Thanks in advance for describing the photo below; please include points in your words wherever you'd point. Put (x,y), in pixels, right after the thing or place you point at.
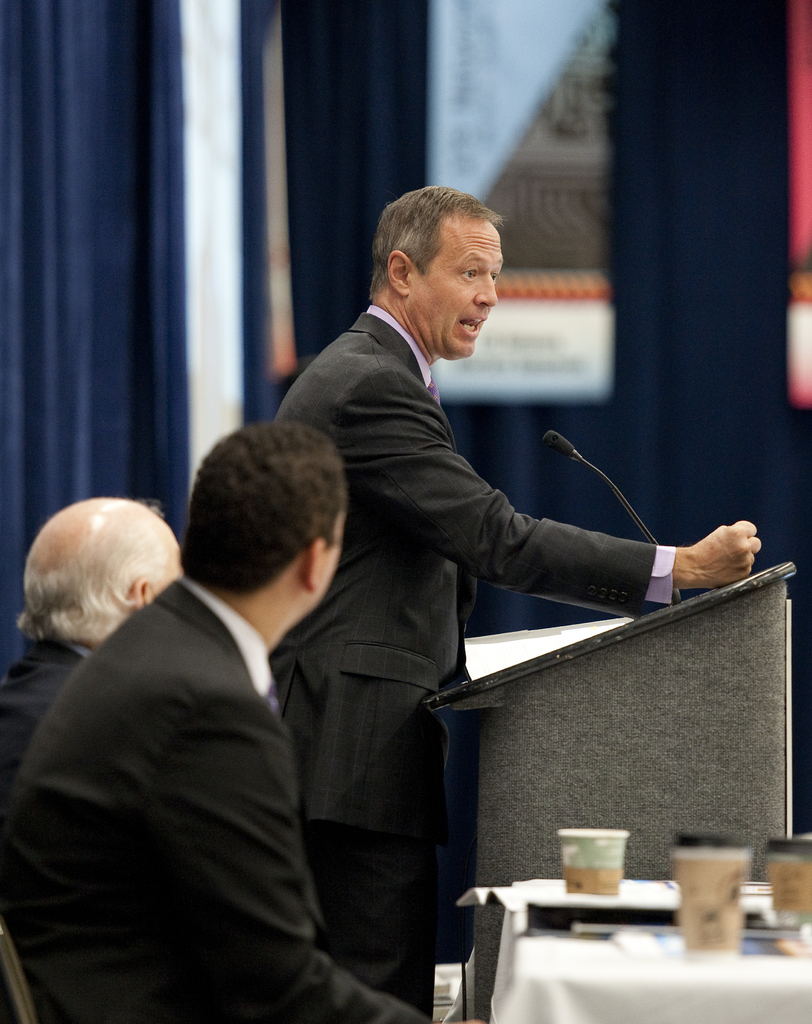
A man (485,298) is speaking standing at a podium (715,607) with a mic (562,445) in front of him. There are two men (287,527) beside him, listening to him.
